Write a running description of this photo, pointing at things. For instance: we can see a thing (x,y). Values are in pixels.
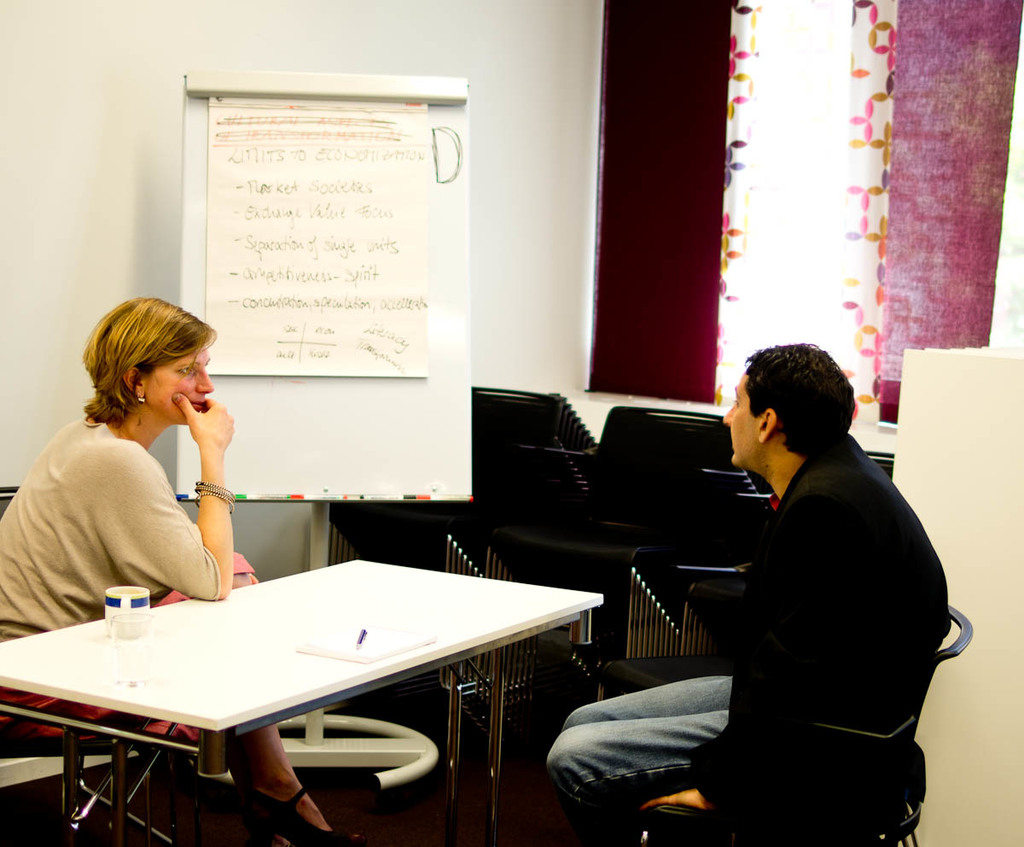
In the image we can see two persons (90,419) were sitting on the chair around the table (379,667). On table (245,708) we can see some objects (379,642). Back we can see board (455,204), wall (143,66) and curtain (875,144).
